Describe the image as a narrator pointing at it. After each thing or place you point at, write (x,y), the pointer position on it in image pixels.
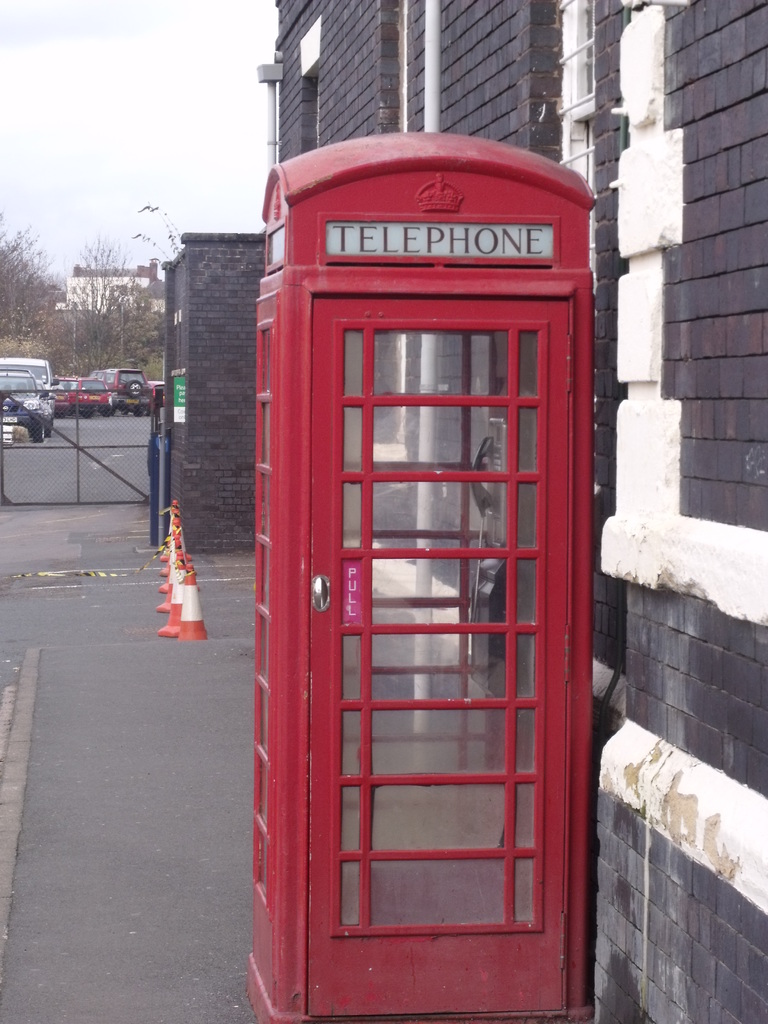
This is an outside view. Here I can see a telephone cabin (428,484) which is in red color and it is placed on the road (159,840). On the right side (659,708), I can see a building (568,52). In the background (88,383) there are some vehicles (71,386) on the road (87,425) and also I can see a gate (47,470). In the background (112,298) there are some trees (42,291). At the top (130,90) I can see the sky (113,84).
